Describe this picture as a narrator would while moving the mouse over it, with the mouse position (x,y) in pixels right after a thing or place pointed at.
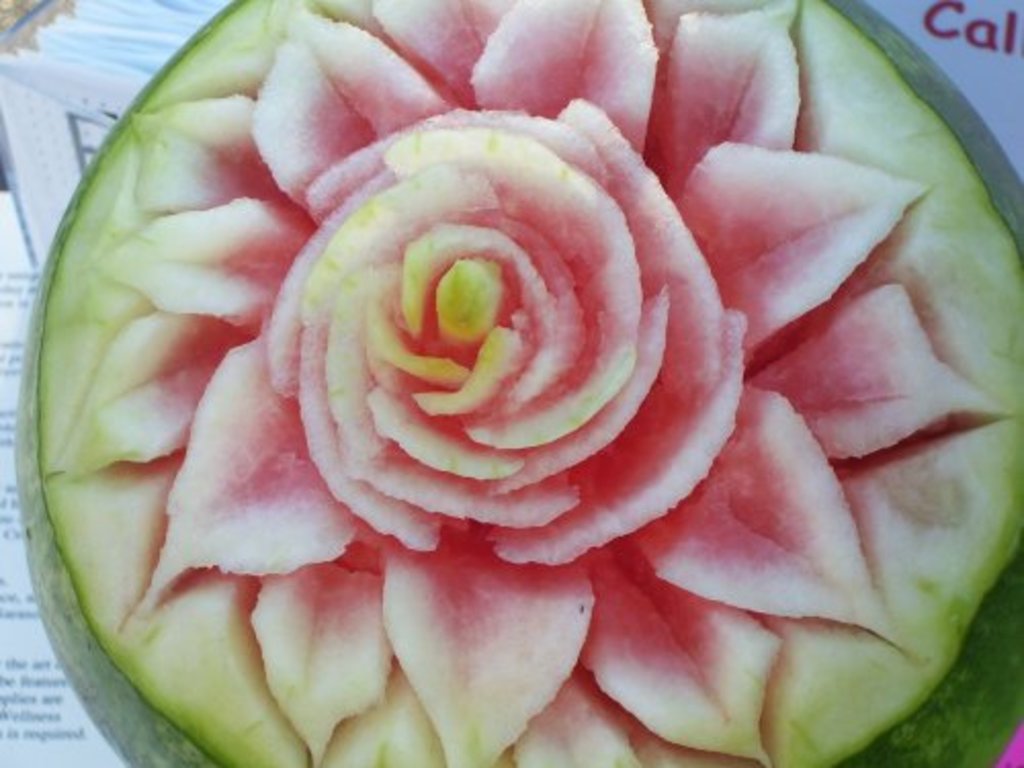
Here we can see the design (420,324) of a flower (550,316) on the water melon (492,427). In the background (97,135) on the left side (6,344) we can see papers (6,344) and an object (17,56).
